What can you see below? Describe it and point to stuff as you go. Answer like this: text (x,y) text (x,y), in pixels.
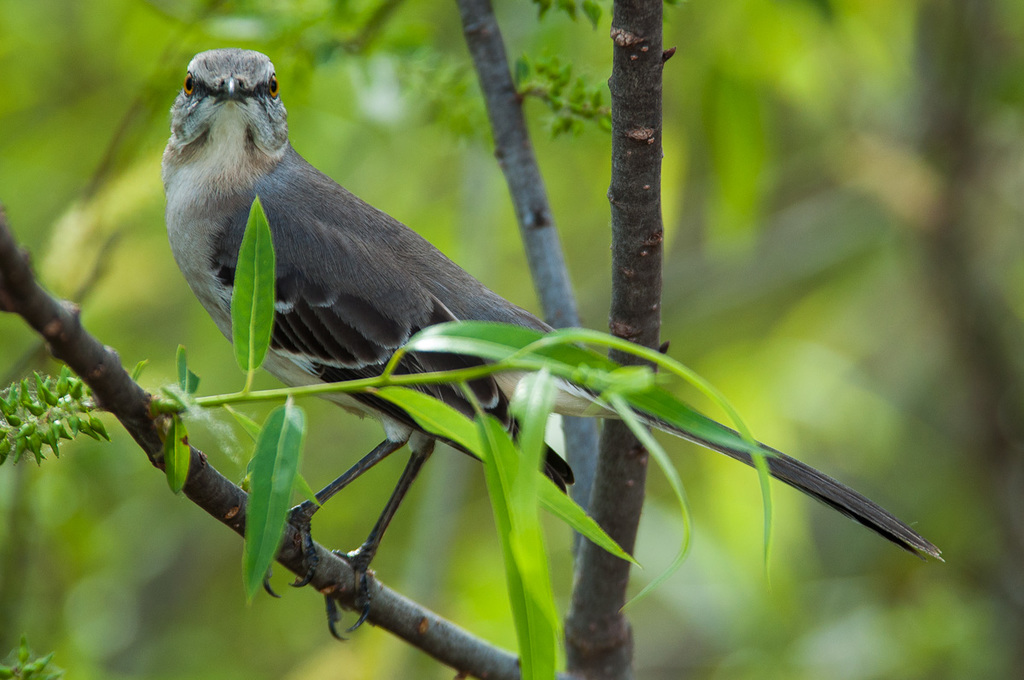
This is the picture of a bird (369,400) which is on the stem (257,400) and also we can see some leaves (469,419) and behind there are some trees (136,118).
